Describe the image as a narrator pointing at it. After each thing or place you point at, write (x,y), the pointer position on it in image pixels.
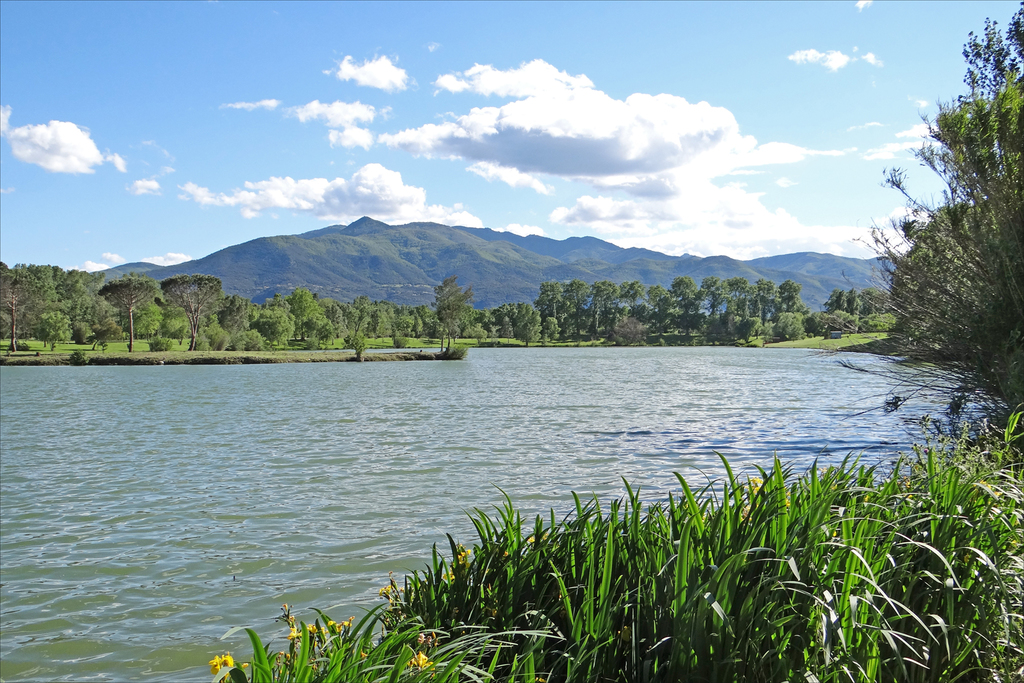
In this picture we can see grass (591,525), water (536,510), trees (1,313), hills (264,263) and a sky (573,194).
